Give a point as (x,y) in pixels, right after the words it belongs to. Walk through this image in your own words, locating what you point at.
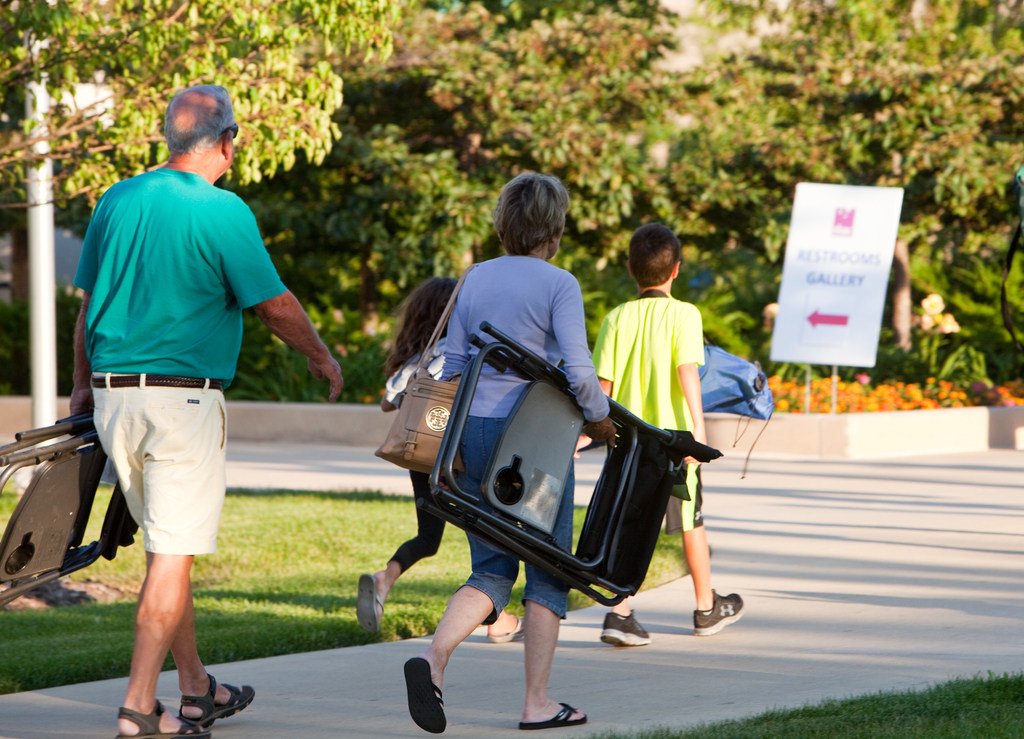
In the image there are two old people (227,334) and two kids (397,392) walking on the path (788,665), on either side there is grassland (979,699), the old people (469,577) are holding foldable chairs (590,509), in the back (907,256) there are trees (418,145).
